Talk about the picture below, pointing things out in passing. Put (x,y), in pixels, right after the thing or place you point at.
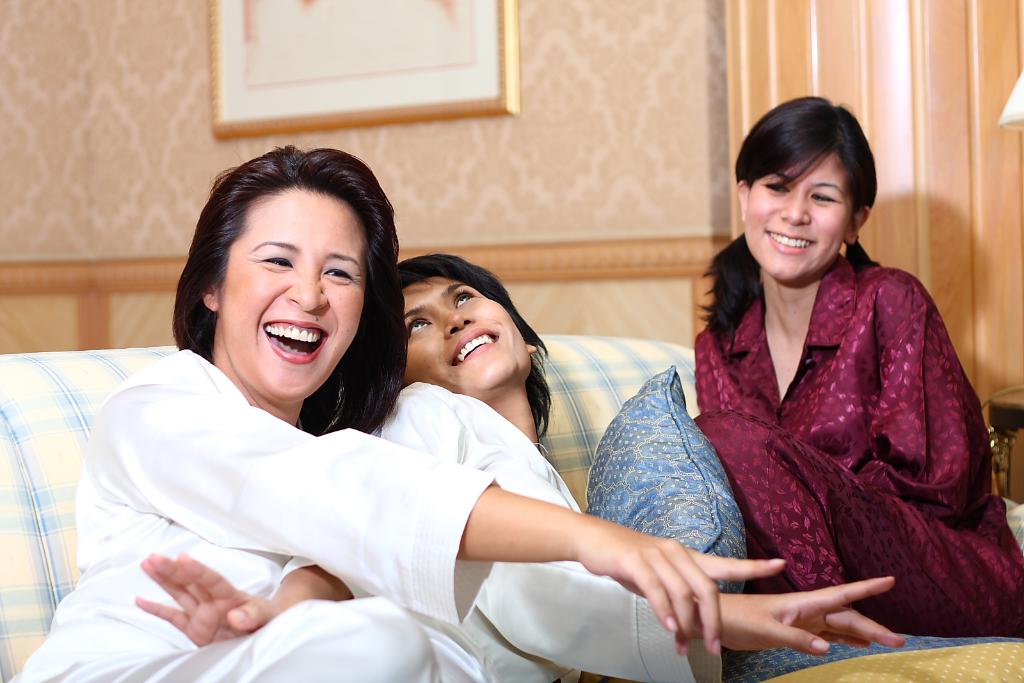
In the image there are three women (450,469) and three of them are laughing and there is a pillow (660,440) beside the middle woman (537,419) and in the background (248,154) there is a wall (89,154) and there is a frame (296,13) attached to that wall (60,98).
